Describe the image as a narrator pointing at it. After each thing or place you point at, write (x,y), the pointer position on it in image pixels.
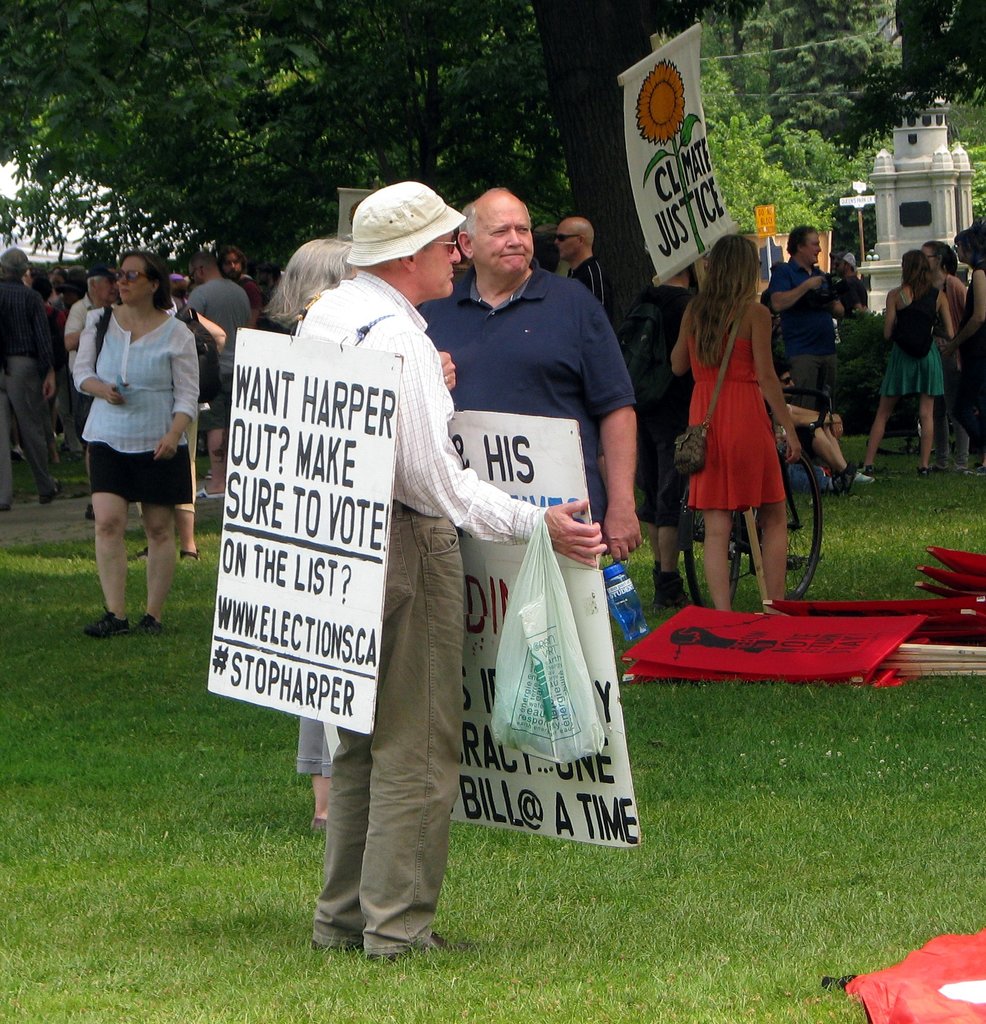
This is an outside view. At the bottom of the image (147,923) I can see the grass (116,858). There are many people (415,323) standing on the ground (644,762). In the foreground (389,780), I can see a man (435,647) standing facing towards the right side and wearing two boards (470,449). On the boards (479,661) I can see some text (572,815). On the right side (894,615), I can see few red color flags (819,644) on the ground (763,762). In the background (483,111) there are some trees (482,145) and a building (918,186).
